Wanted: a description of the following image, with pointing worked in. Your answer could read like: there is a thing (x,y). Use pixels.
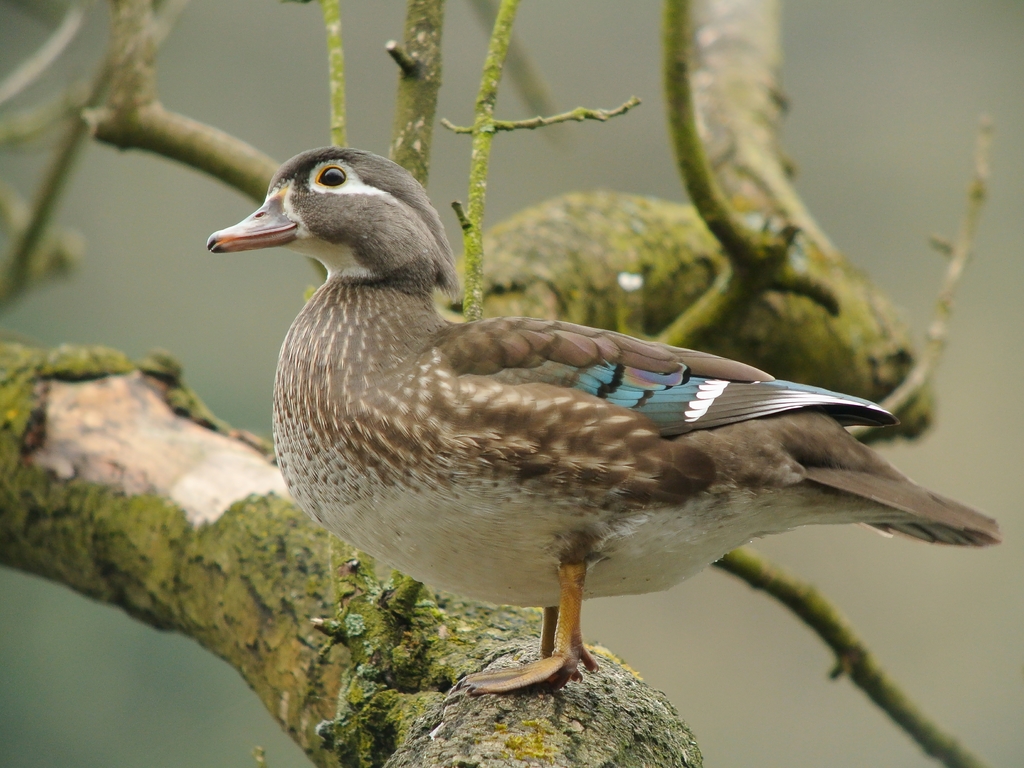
This image is taken outdoors. In this image there is a tree (221,596). In the middle of the image (549,383) there is a bird (469,456) on the branch (512,642).
